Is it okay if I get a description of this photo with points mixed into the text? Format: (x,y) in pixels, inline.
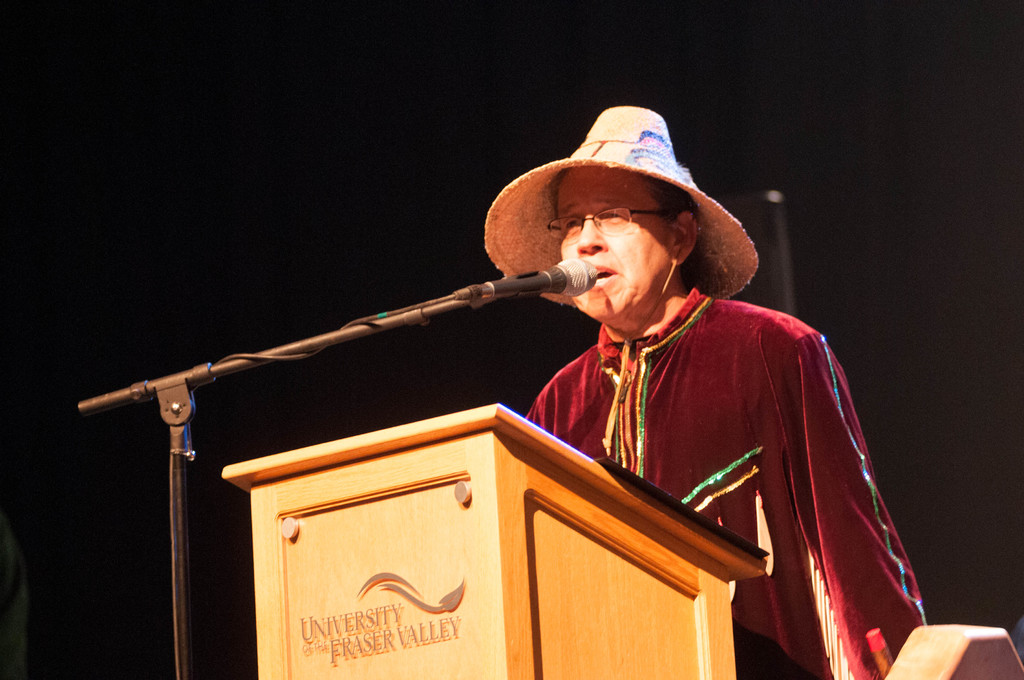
In this image we can see a person (720,419) wearing a hat (526,274), he is talking, in front of him there is a podium (444,536), also we can see the mic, and the stand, the background (443,359) is dark.
